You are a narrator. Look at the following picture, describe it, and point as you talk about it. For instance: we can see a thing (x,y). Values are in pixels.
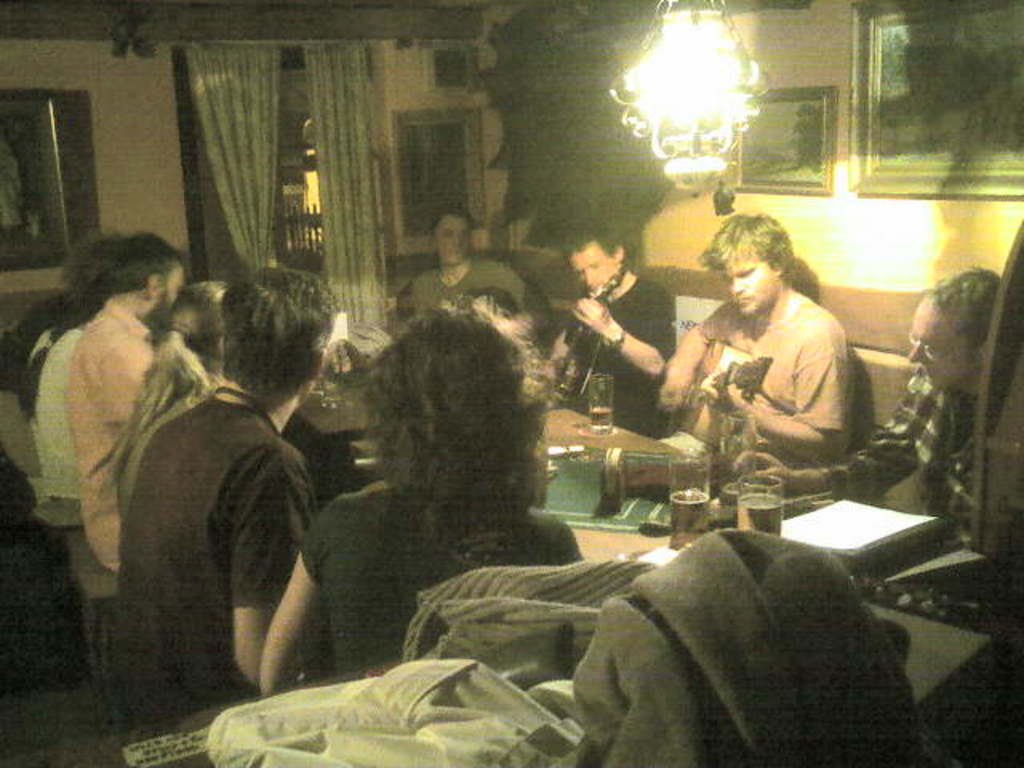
In this image I can see few clothes (614,692) and number of persons (365,544) are sitting on chairs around the table (645,549). On the table (582,436) I can see few glasses (682,485) and few other objects (668,488). In the background (154,186) I can see the wall (151,171), the curtain (364,186), few photo frames (766,166) attached to the wall (771,85) and a chandelier (684,41).
